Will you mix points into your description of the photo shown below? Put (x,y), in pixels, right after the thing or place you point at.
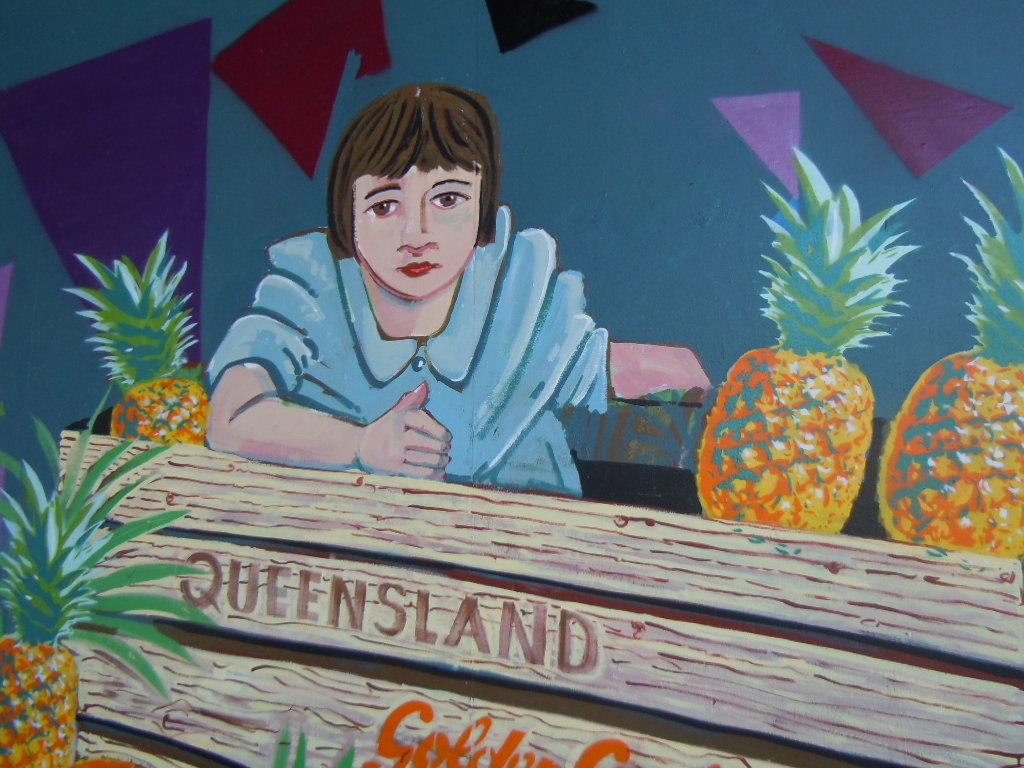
In this image we can see the painting (402,317) of a woman (412,328). We can also see some pineapples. On the backside (605,117) we can see a wall (647,122).
